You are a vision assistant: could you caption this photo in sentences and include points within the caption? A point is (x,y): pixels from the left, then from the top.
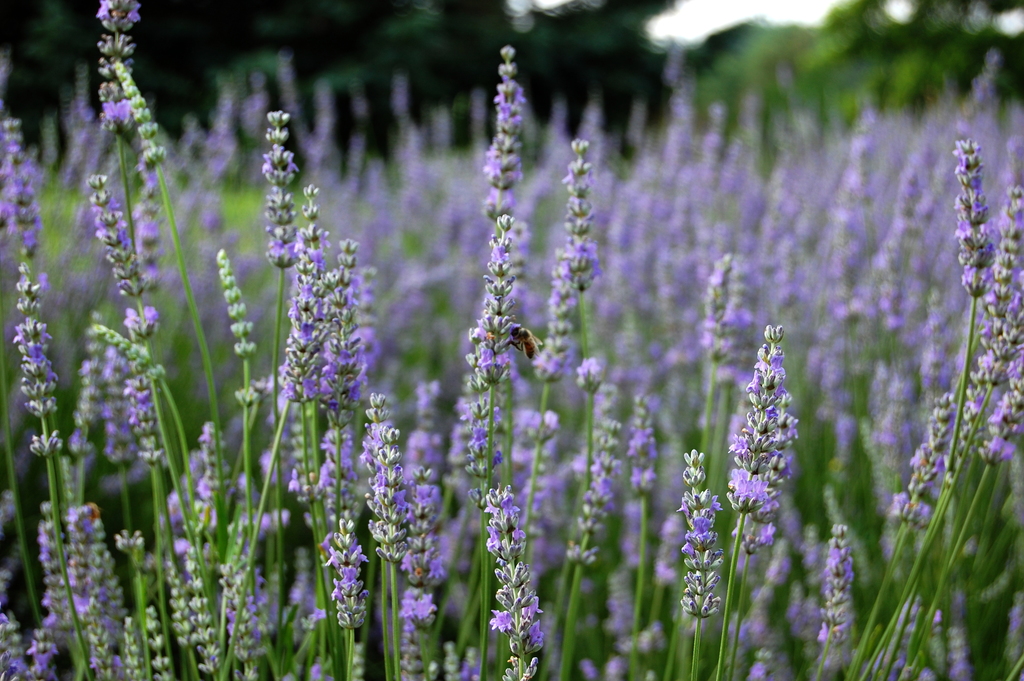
This image consists of many plants (562,216). And we can see small flowers (374,179) in blue color. In the front (474,362), there is a bee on the plant (478,326). In the background (602,67), there are trees (869,46).
